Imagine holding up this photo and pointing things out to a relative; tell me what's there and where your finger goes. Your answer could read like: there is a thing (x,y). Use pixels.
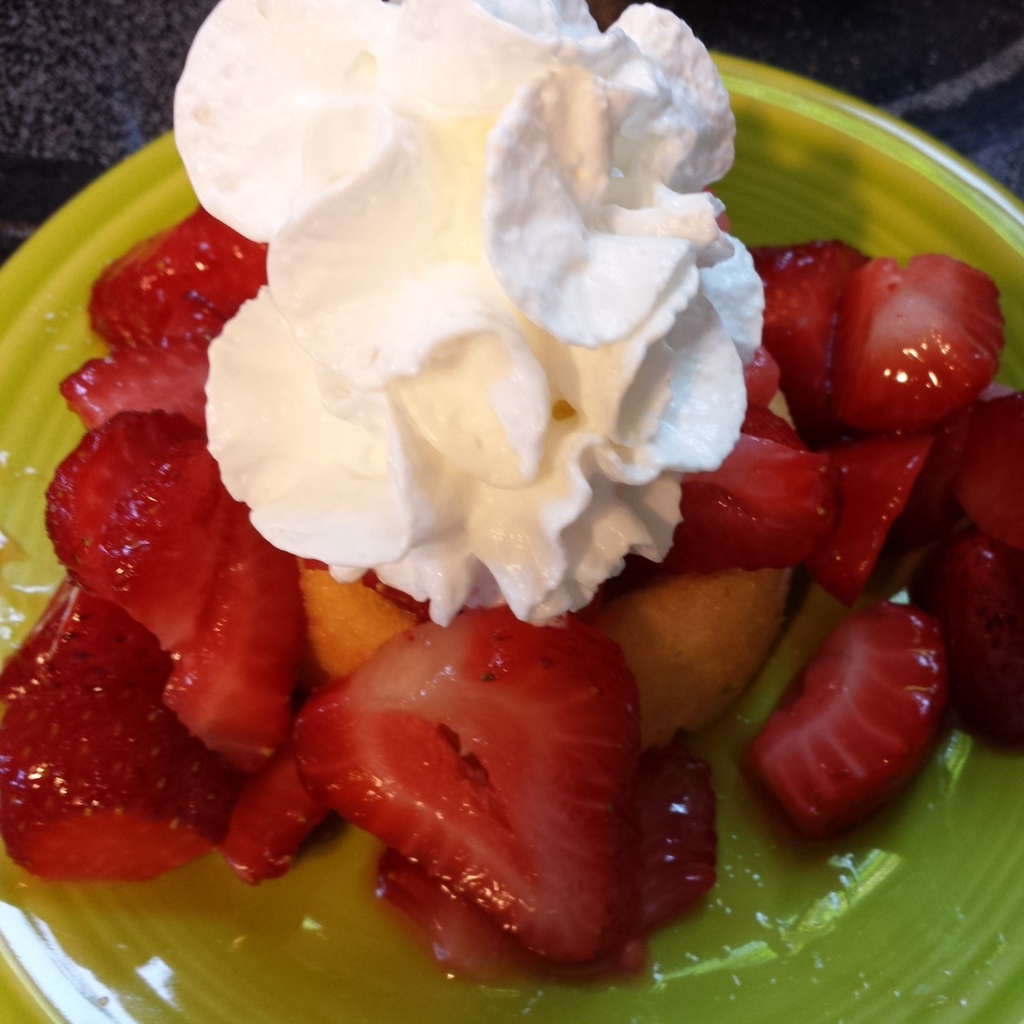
In this image there is a plate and in the plate (1012,340) there are some strawberries (759,549) and there is cream (373,273), at the top of the image (147,67) there might be floor (133,106).
